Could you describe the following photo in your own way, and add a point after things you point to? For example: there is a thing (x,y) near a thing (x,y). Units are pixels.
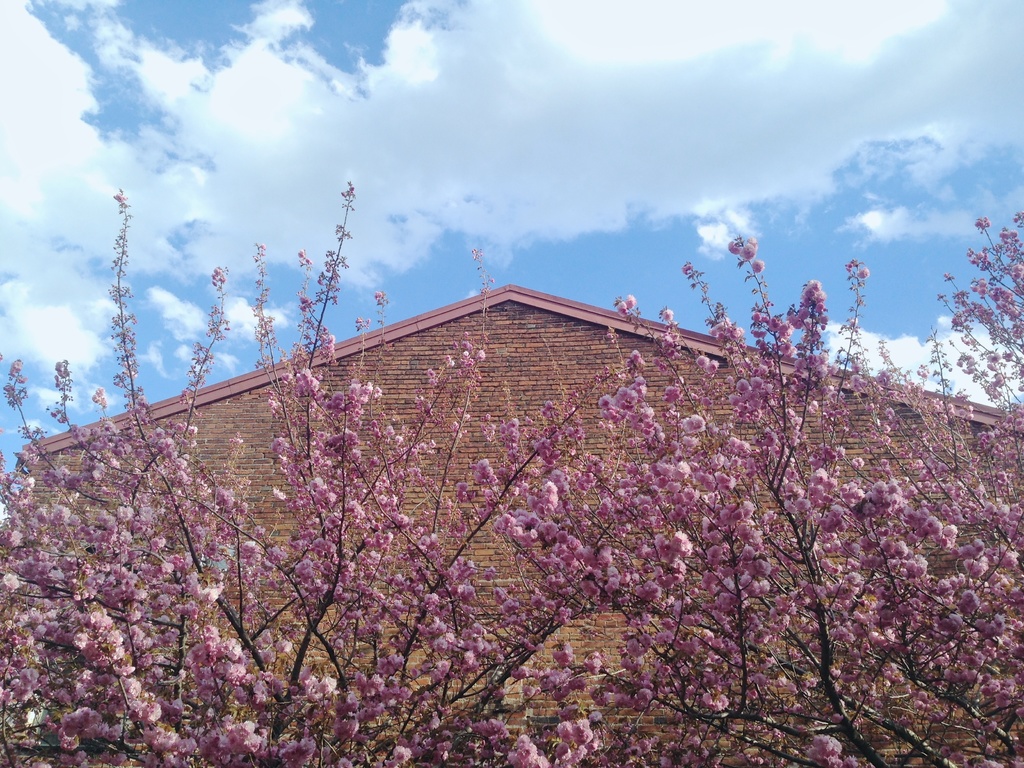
There are pink flowers (470,588) on the trees (755,647). In the back (572,338) there is a building (492,362). Also there is sky (693,174) with clouds (774,191).
